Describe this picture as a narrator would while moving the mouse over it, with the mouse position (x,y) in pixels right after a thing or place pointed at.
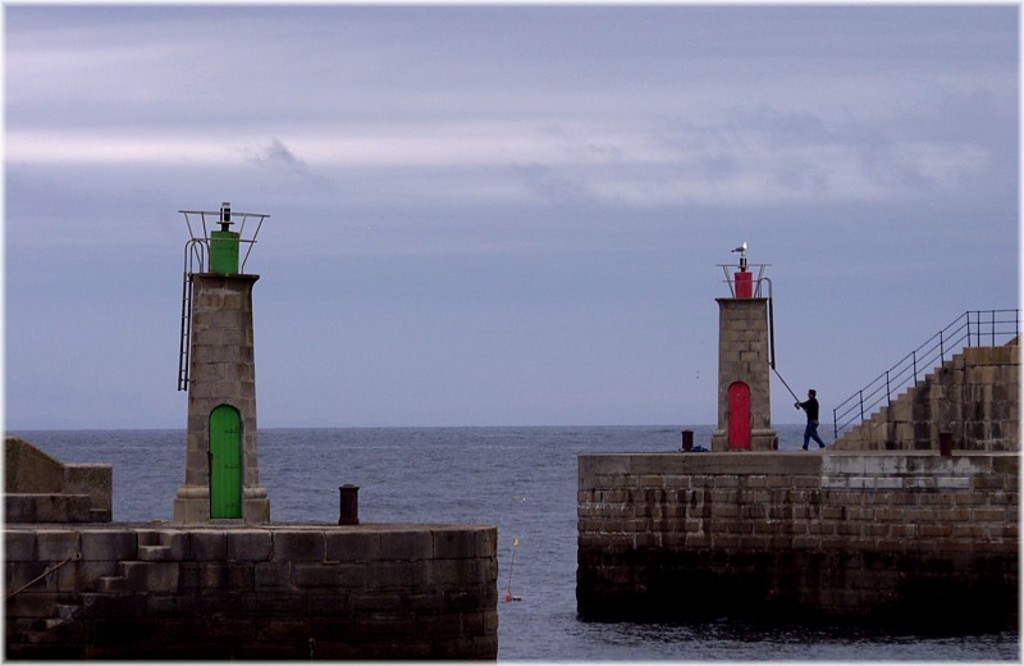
In this image we can see a cloudy sky (508,319), water (504,455), lighthouses (215,319), walls (706,515), railing (987,322), person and steps (141,549).
